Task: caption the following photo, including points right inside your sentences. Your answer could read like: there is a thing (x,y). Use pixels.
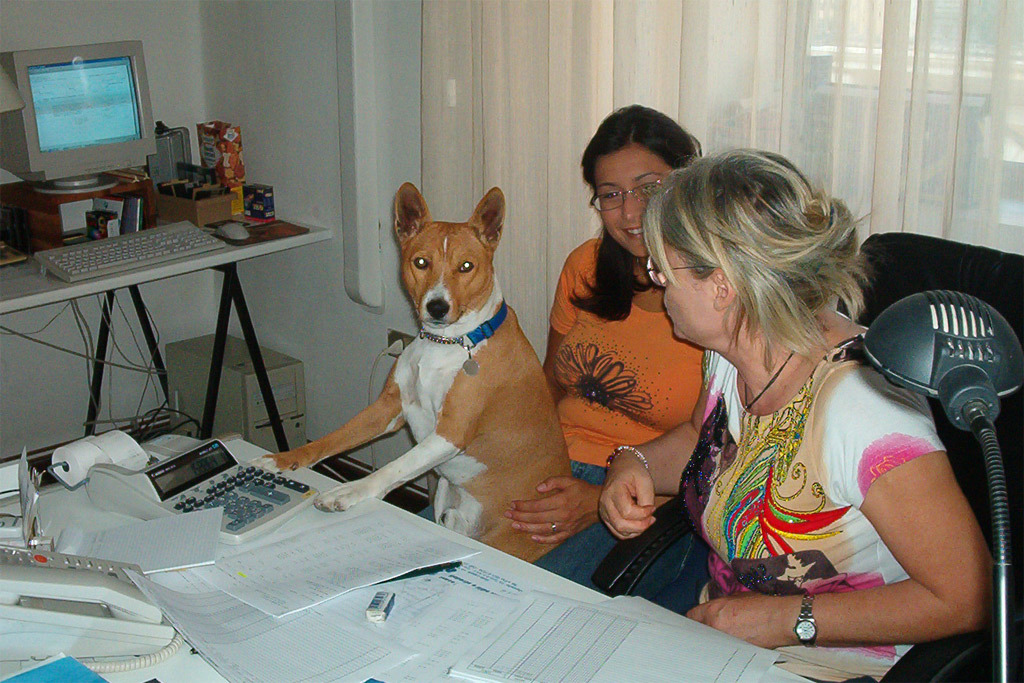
In this image in the middle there is a table (320,566) on that there are papers (327,598), telephone (82,587) and calculator (254,522). In front of the table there are two women (668,453) and dog (497,411). On the left (169,262) there is a table (198,253) on that there is a computer (107,163), keyboard (119,242), mouse (240,236) and some other items (270,222). In the background (873,72) there is window (784,76), curtain (641,97) and wall (295,165).
